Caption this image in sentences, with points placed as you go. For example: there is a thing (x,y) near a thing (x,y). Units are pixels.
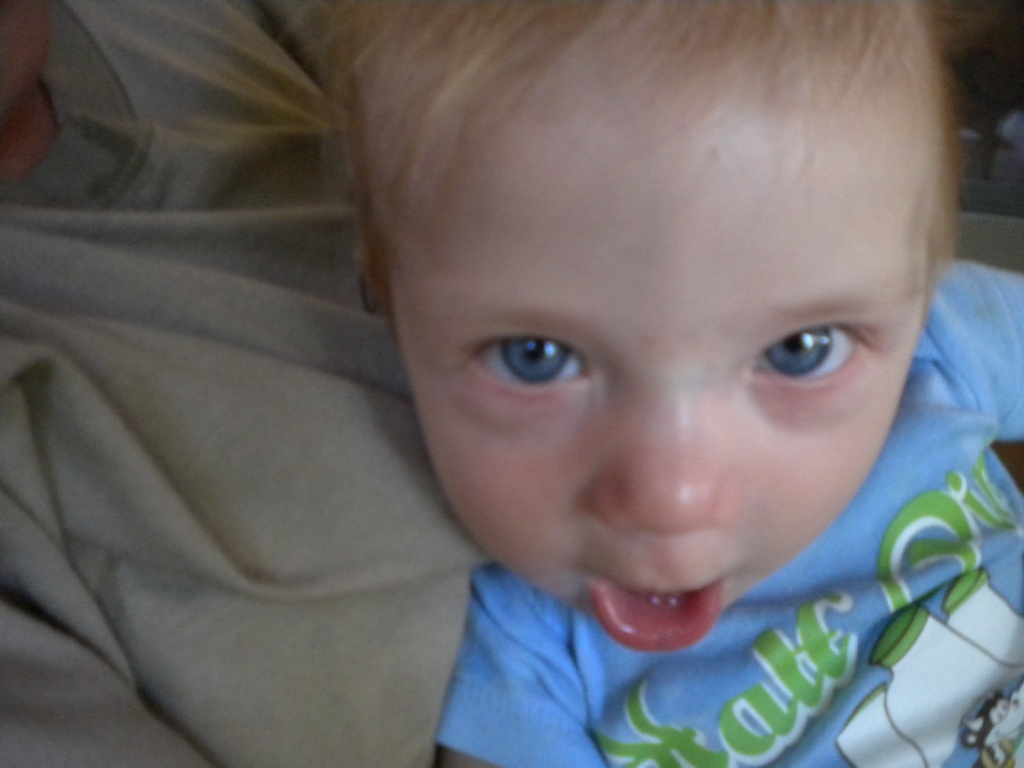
In this image we can see two persons (557,509), among them one is wearing the blue shirt (967,289) and the other person (109,128) are truncated.
